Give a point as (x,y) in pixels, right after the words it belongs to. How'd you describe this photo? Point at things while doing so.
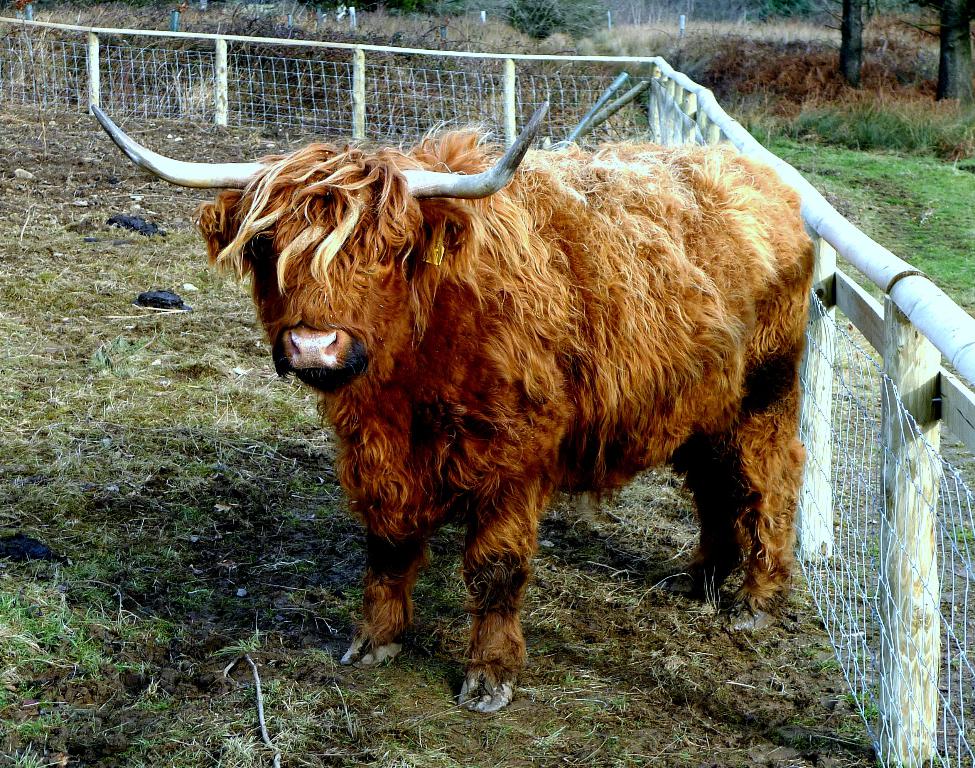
In this picture there is a Highland cow (788,216) in the center of the image (360,491) and there is a boundary (758,158) behind it, there is grass land (163,392) around the area of the image.
